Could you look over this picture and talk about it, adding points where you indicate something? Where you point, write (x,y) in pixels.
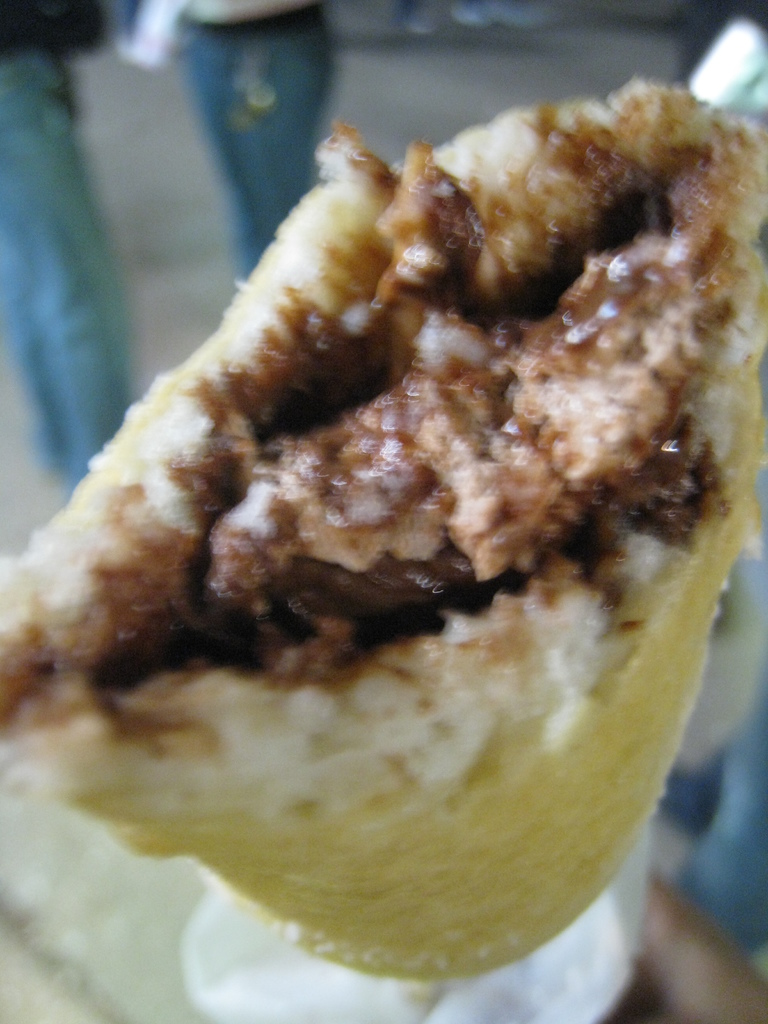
In this picture we can see the food (241,602). Behind the food (362,450), there is a blurred background (110,365). In the top left corner of the image (27,200), those are looking like legs (249,40) of people (241,132).
